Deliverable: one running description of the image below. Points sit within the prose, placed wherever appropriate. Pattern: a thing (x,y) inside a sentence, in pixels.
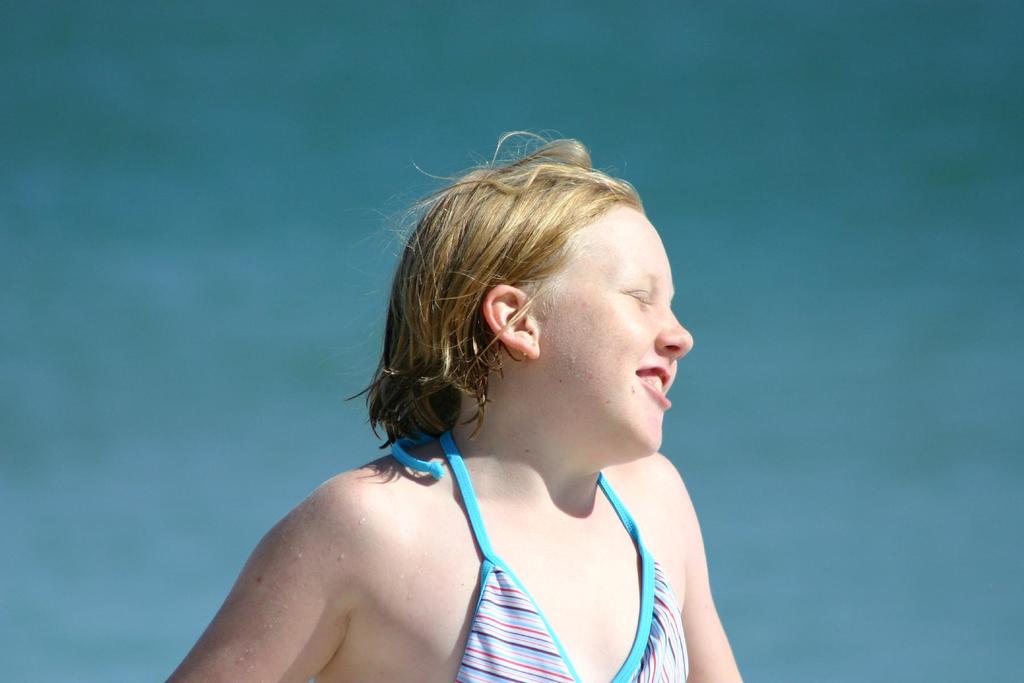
In this image we can see a person (498,440) and blue background (904,500).
